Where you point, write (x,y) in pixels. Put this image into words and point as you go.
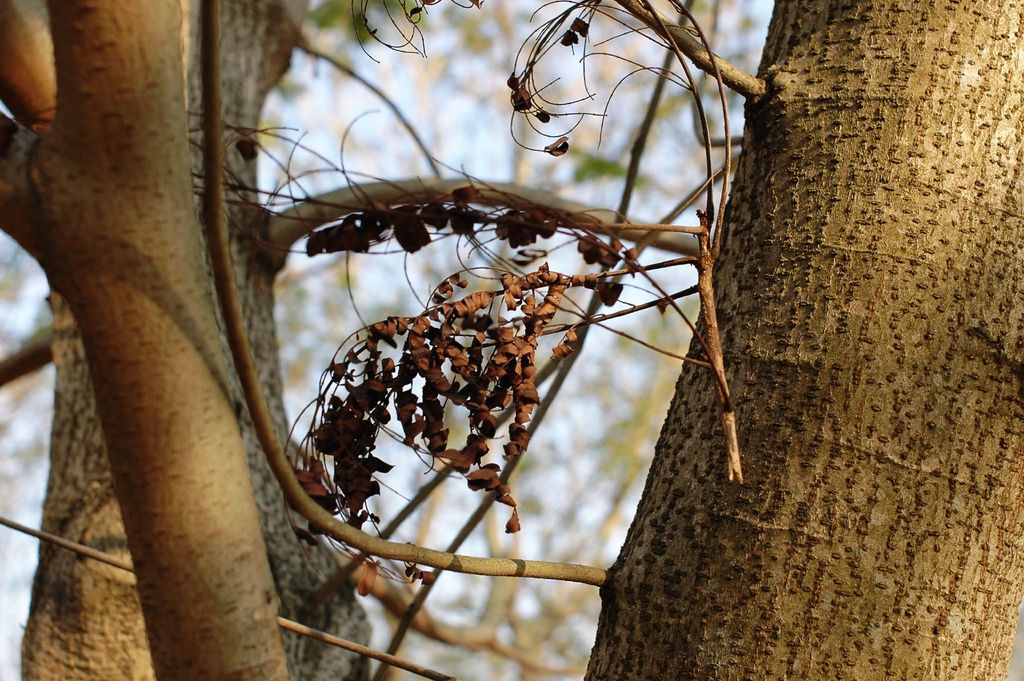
In the foreground of the picture (869,95) we can see branches (171,423) and trunk (234,441) of a tree (826,363). In the middle (480,327) there are dry leaves (480,369). The background (732,33) is blurred.
